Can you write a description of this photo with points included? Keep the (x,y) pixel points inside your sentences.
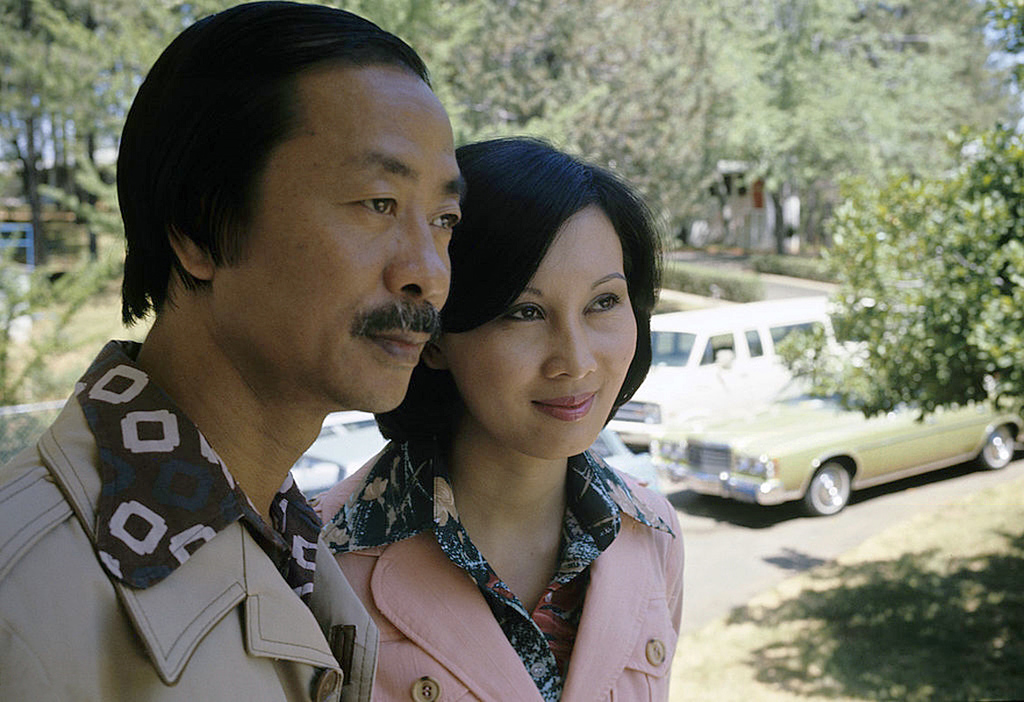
In this picture there are two persons (289,379) standing and smiling. At the back (356,441) there are vehicles (728,476) on the road (936,480) and there are trees (694,194) and there is a building (739,197). At the top (997,27) there is sky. At the bottom (789,542) there is a road (790,533) and there is grass (858,643).
